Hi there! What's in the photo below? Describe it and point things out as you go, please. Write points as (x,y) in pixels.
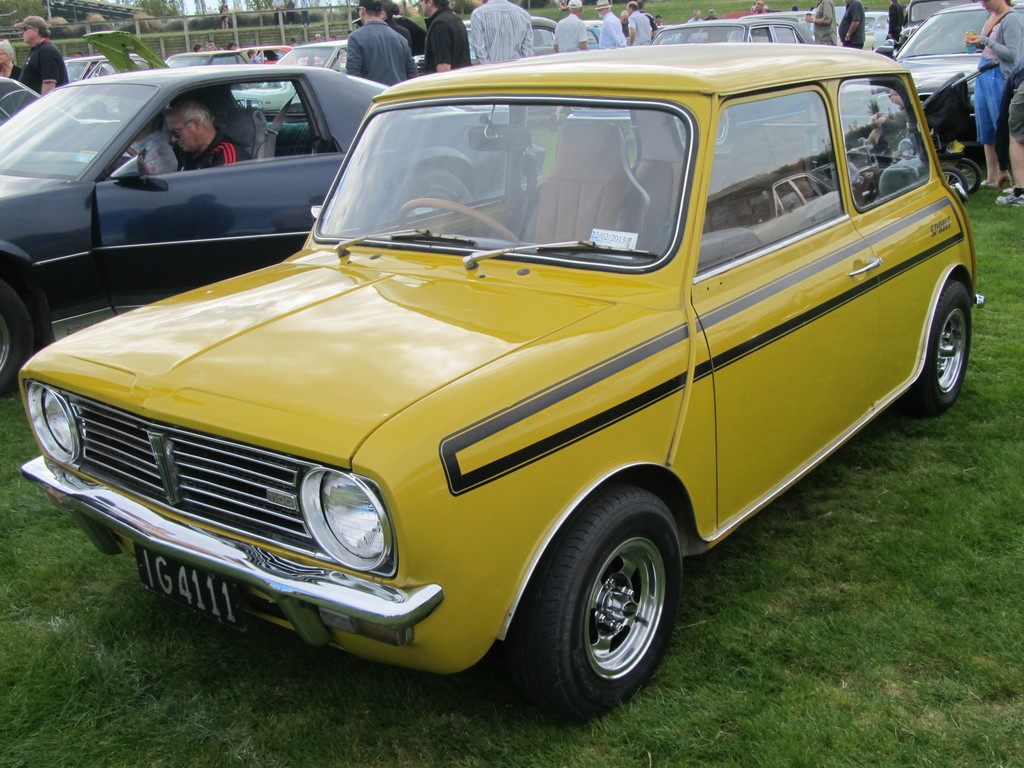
In this image we can see vehicles (409,122) and there are people (181,159). At the bottom (402,718) there is grass (728,674). In the background (161,48) there is a fence (219,40).
